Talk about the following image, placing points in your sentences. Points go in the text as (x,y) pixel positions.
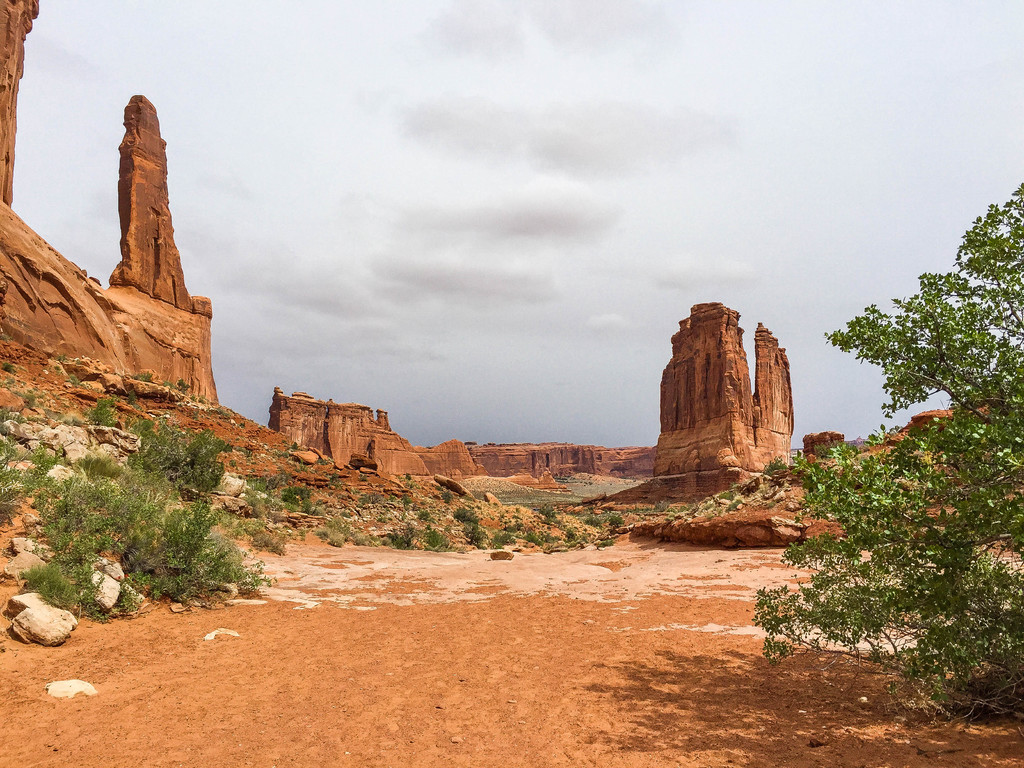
This is an outside view. At the bottom (435,717), I can see the ground (317,713). On the right side (970,389) there is a tree (962,380). On the left side (122,576) there are few plants (117,501) and stones (98,601). In the background (698,415), I can see the rocks (721,397). At the top of the image (738,123) I can see the sky (490,150).
